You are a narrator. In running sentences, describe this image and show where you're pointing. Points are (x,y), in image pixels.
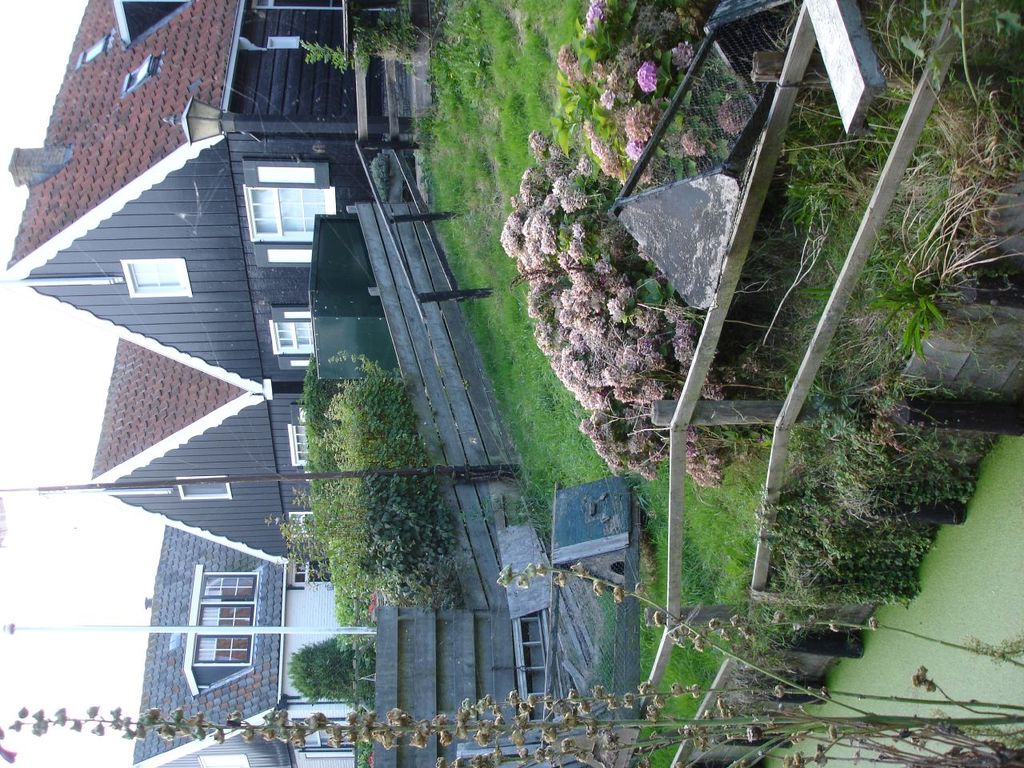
In the right bottom of the picture (947,641), we see water (903,637). Beside that, we see the wooden railing (698,371). On the right side (689,57), we see plants (635,296) which have pink flowers (648,371). In the middle of the picture (505,359), we see the grass (461,165). Beside that, we see plants (401,520) and trees (352,600). On the left side (271,174), we see poles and buildings (184,297) in black color with the brown color roofs (165,403). On the left side (74,669), we see the sky (89,561).
